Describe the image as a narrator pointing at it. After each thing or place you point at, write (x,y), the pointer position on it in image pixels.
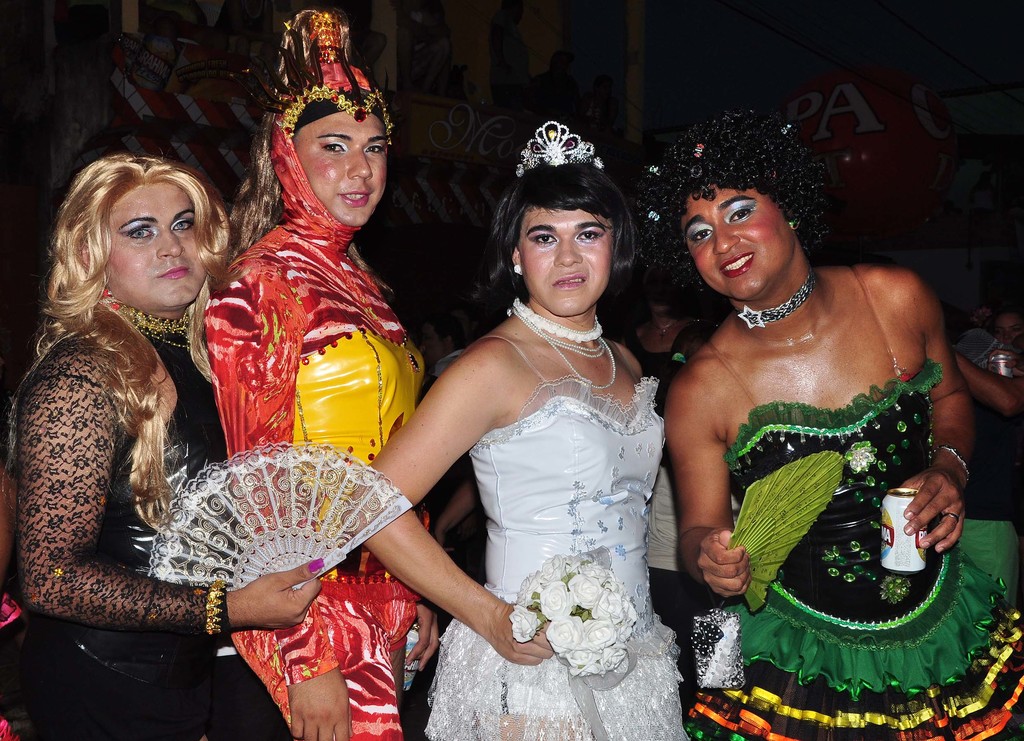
This image is taken outdoors. In this image the background (467,143) is a little dark. There is a board (495,149) and a balloon (820,130) with text (940,171) on them. In the middle of the image (539,322) four people (513,527) are standing and they are holding a few objects (627,659) in their hands (944,505).
